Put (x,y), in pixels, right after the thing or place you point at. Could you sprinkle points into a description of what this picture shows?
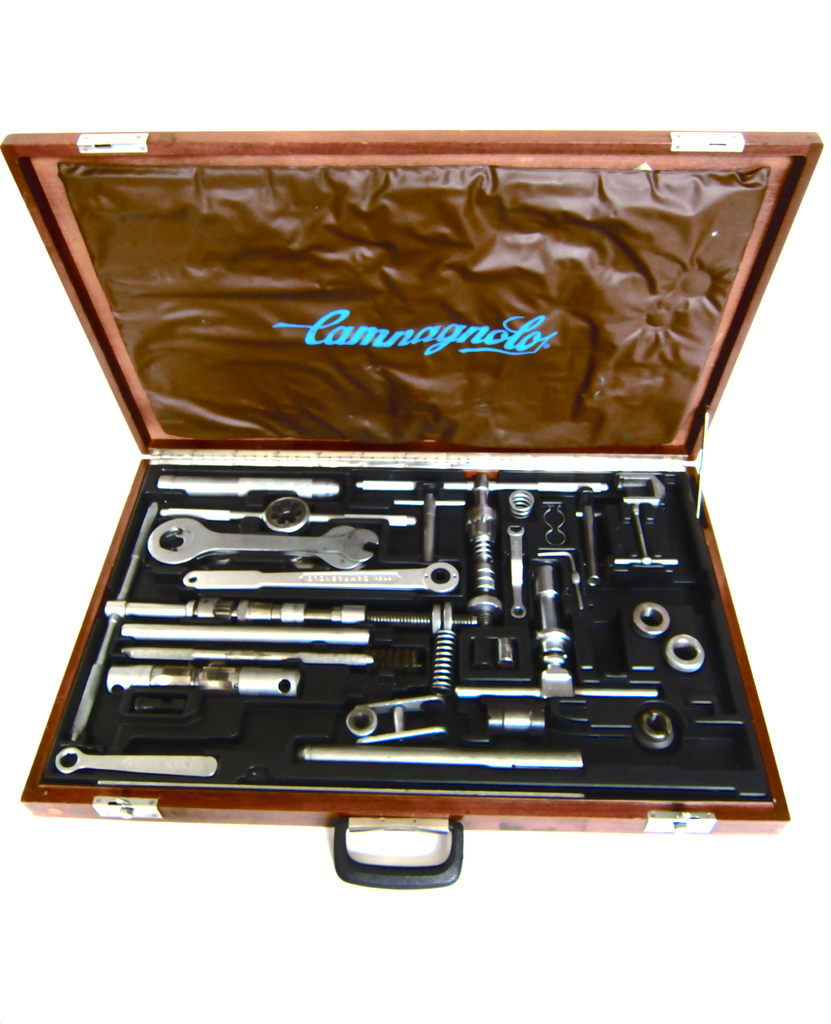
The picture consists of a toolbox (630,763), in the box (528,667) we can see various tools (417,582).
